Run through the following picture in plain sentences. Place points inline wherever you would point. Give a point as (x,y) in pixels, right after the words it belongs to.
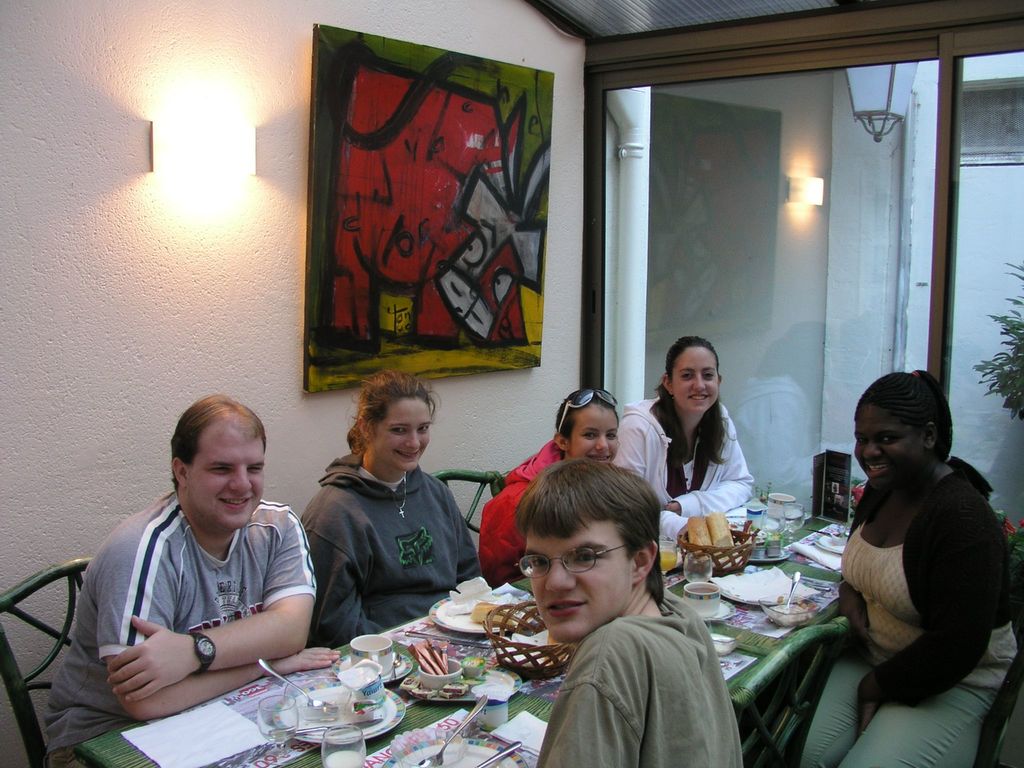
In this image I can see there are the persons (891,420) sitting around the table (753,649) and there are smiling, there is a table (136,759), on the table (285,689) a bowl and glass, spoon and food (373,683) kept on the table (768,647), on the back ground (351,249) there is a photo frame (351,215) attached to the wall (48,348) and there is a light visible on the left side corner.
